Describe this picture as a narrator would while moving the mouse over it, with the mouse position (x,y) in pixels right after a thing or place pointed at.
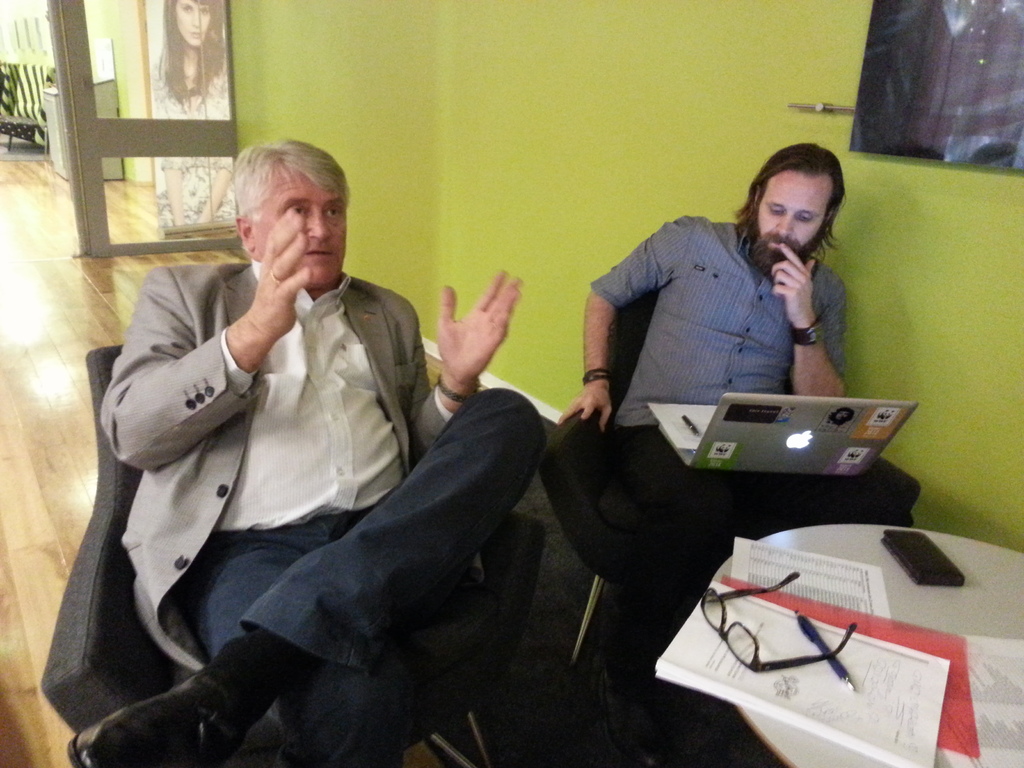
This 2 persons (671,531) are sitting on a chair (462,612). This person (811,487) carries a laptop (813,419). In-front of this 2 persons (275,632) there is a table (970,556), on table (1011,575) there are spectacles (751,648), book (786,680), paper (865,636), pen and mobile (949,568). On wall (1023,296) there is a picture (898,47). On this door (128,77) there is a painting (224,205) of a woman (181,184).
